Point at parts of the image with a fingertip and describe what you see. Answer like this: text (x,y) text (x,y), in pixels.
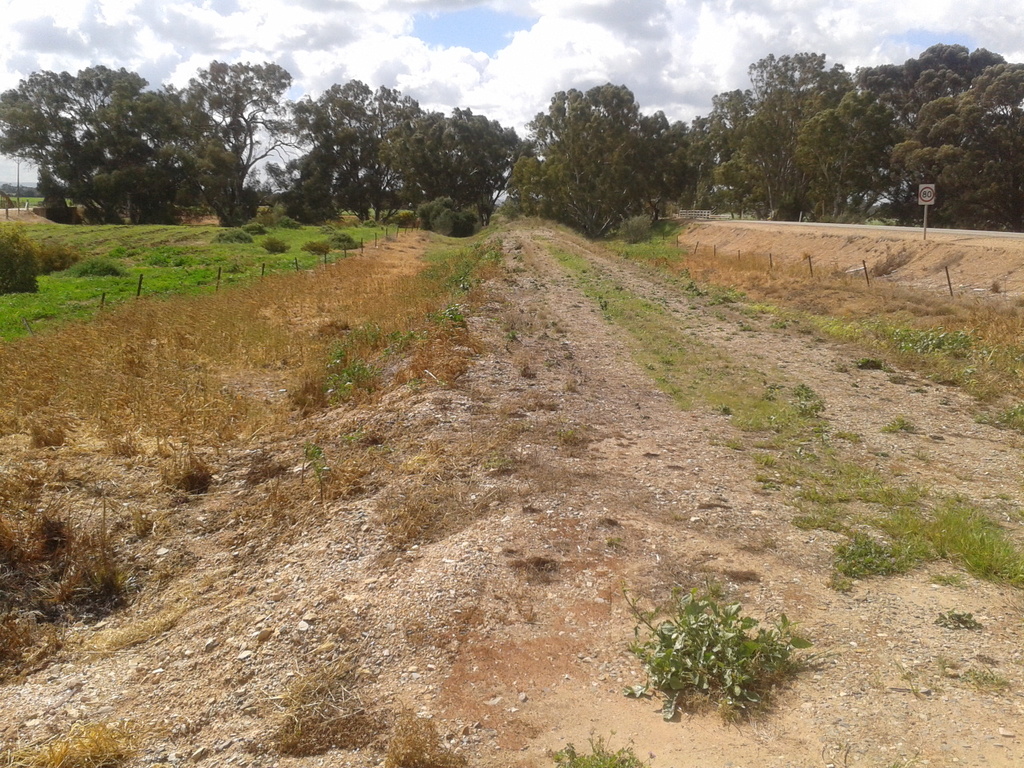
In this picture we can see farmland (23,344). On the right (923,196) there is a road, sign board (926,198) and fencing (867,280). In the background (938,167) we can see many trees (578,186). On the top (292,22) we can see sky (509,25) and clouds (584,35). On the left (170,285) we can see grass (159,297).
